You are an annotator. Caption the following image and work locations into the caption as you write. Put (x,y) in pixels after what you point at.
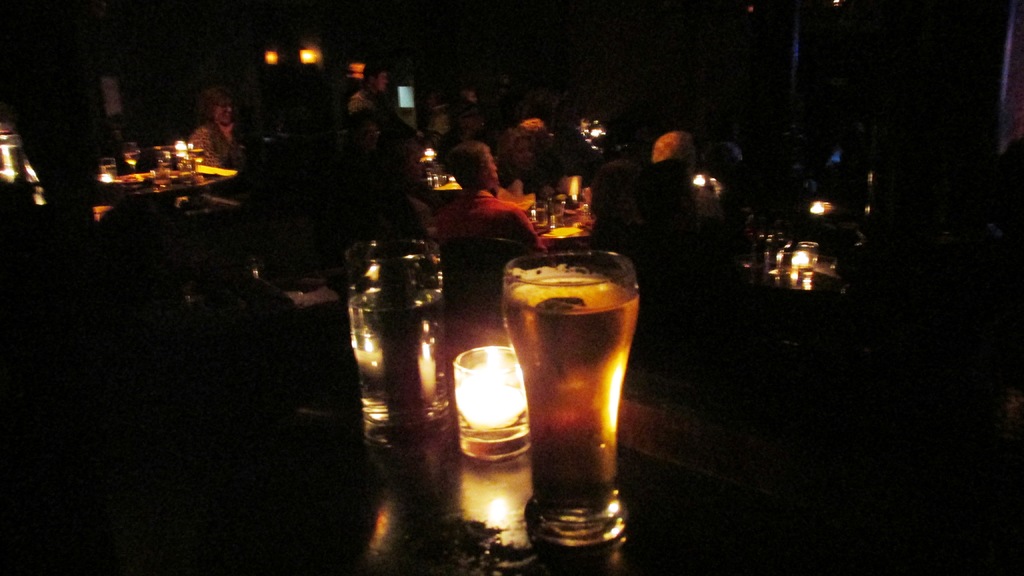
This image consists of many people (607,238). In the front (592,411), we can see a glass (542,397) of beer (589,434). In the background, there are tables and chairs (468,341). And the room (63,338) is too dark. It looks like a restaurant (430,319).
